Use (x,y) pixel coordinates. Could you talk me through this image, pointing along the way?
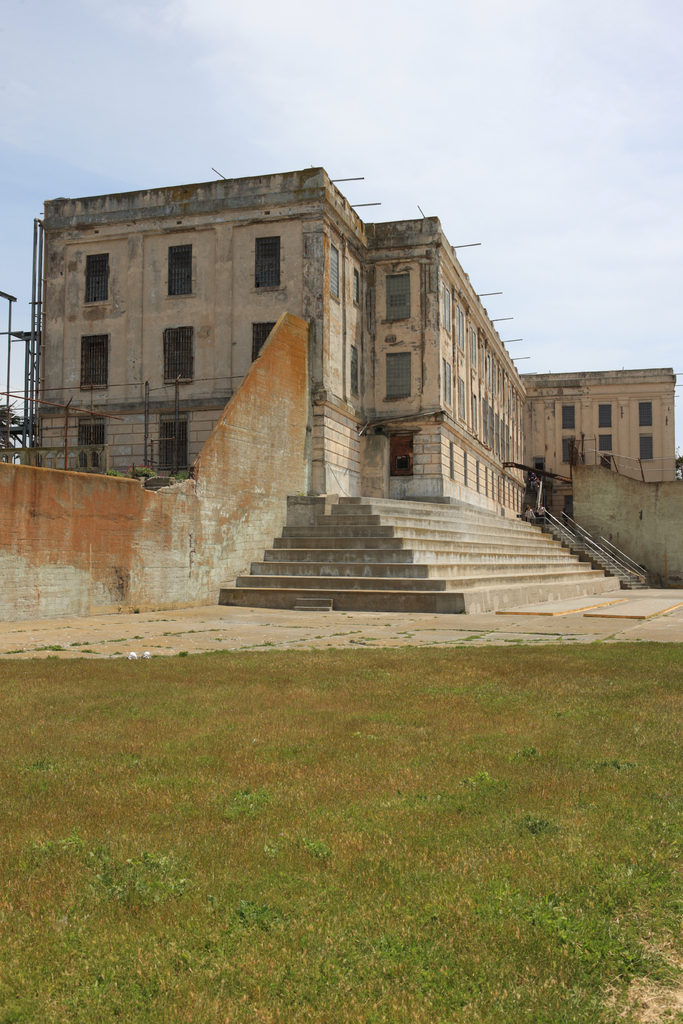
In this image we can see grass (437,675), steps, walls (133,478), and a building (472,500). In the background (278,140) there is sky (519,96) with clouds (572,350).
